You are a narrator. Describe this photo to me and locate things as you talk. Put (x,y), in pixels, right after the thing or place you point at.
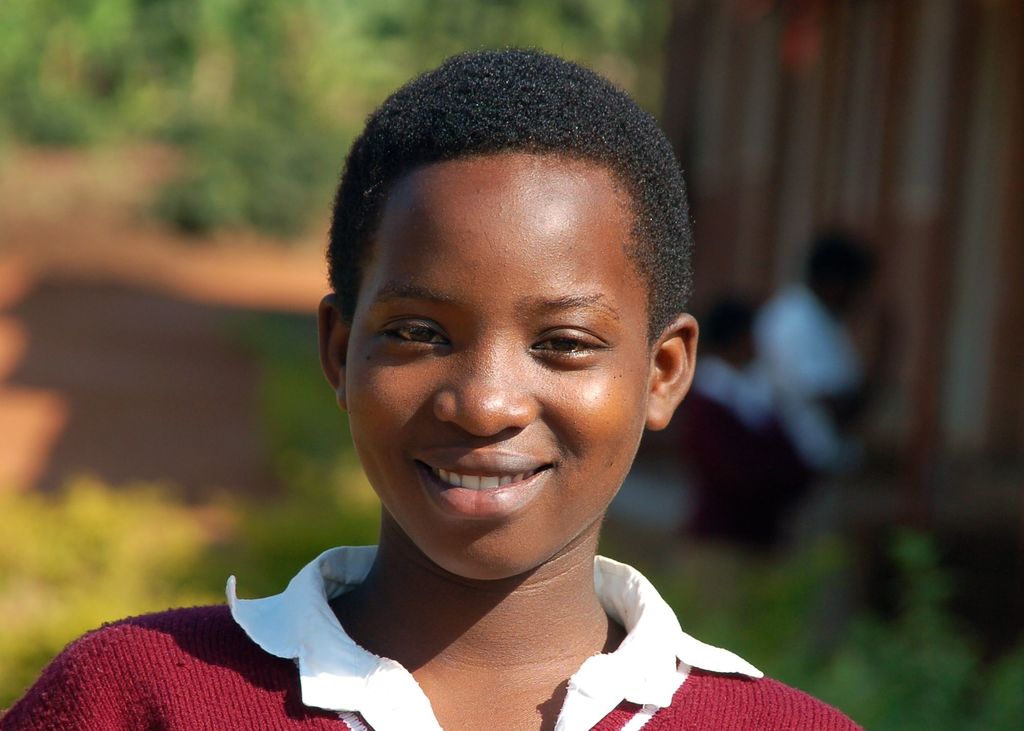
Here in this picture we can see a boy (550,234) present and we can see he is smiling and behind him we can see some plants (283,358) and other people (810,354) standing on the ground (166,476) in a blurry manner.
